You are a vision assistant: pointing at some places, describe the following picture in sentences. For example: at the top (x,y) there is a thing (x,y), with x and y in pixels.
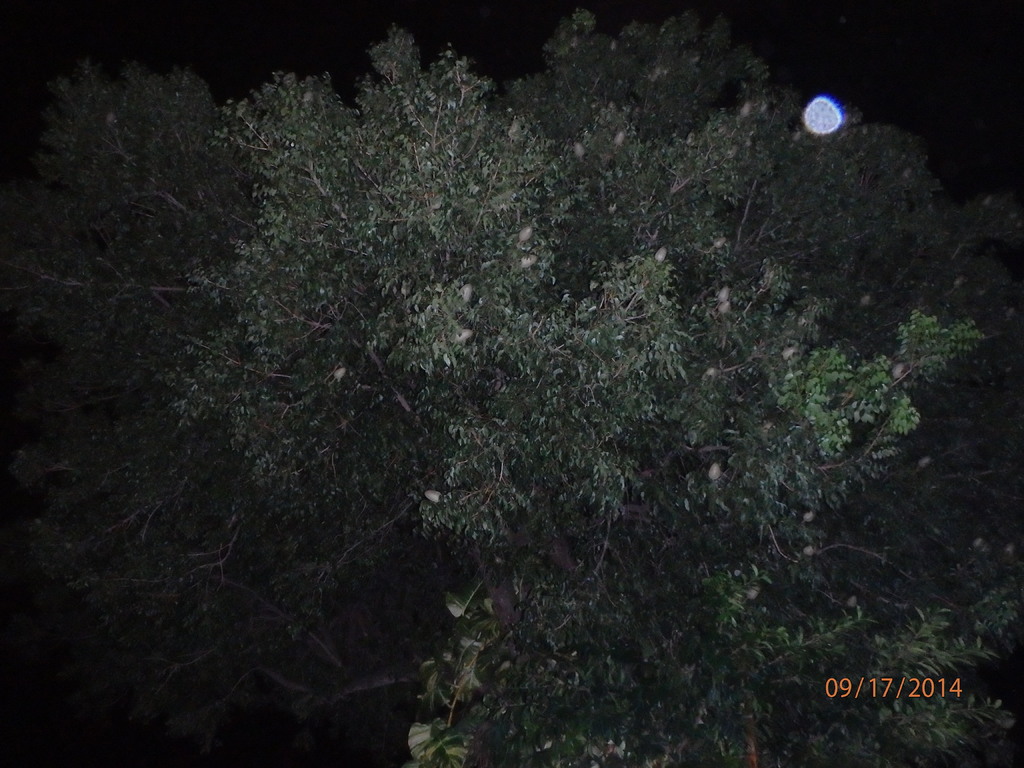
This picture contains trees (703,375). At the top of the picture (818,116), we see the moon (827,126). In the background (875,101), it is black in color.
